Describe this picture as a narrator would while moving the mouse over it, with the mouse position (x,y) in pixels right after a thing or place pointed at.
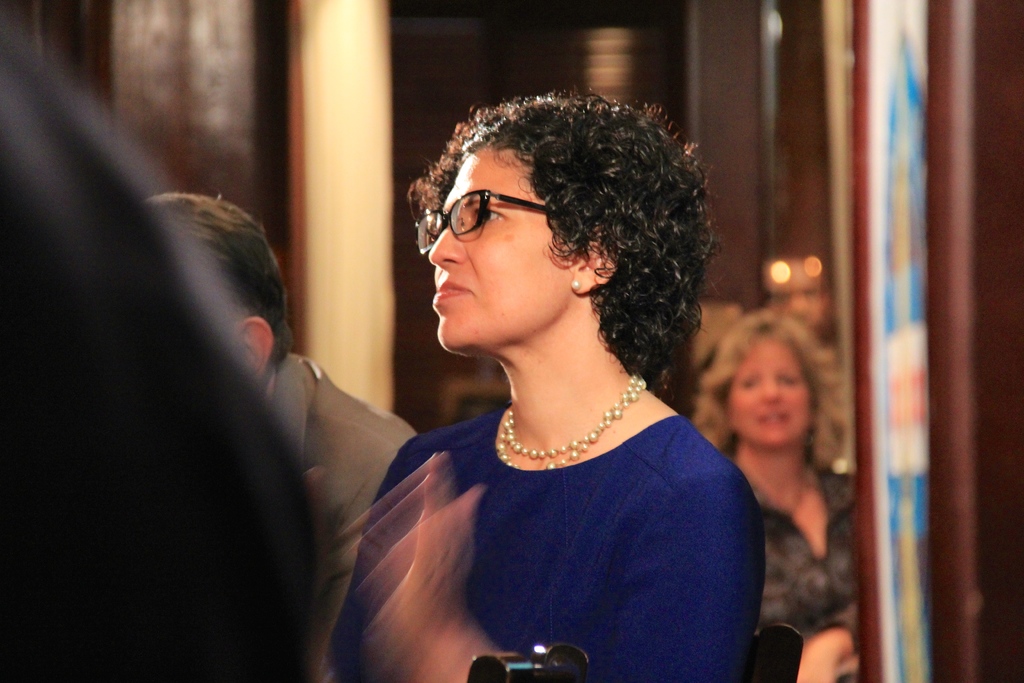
In this picture we can see a woman (504,577) wearing spectacles (418,220), around we can see few people (775,482).
